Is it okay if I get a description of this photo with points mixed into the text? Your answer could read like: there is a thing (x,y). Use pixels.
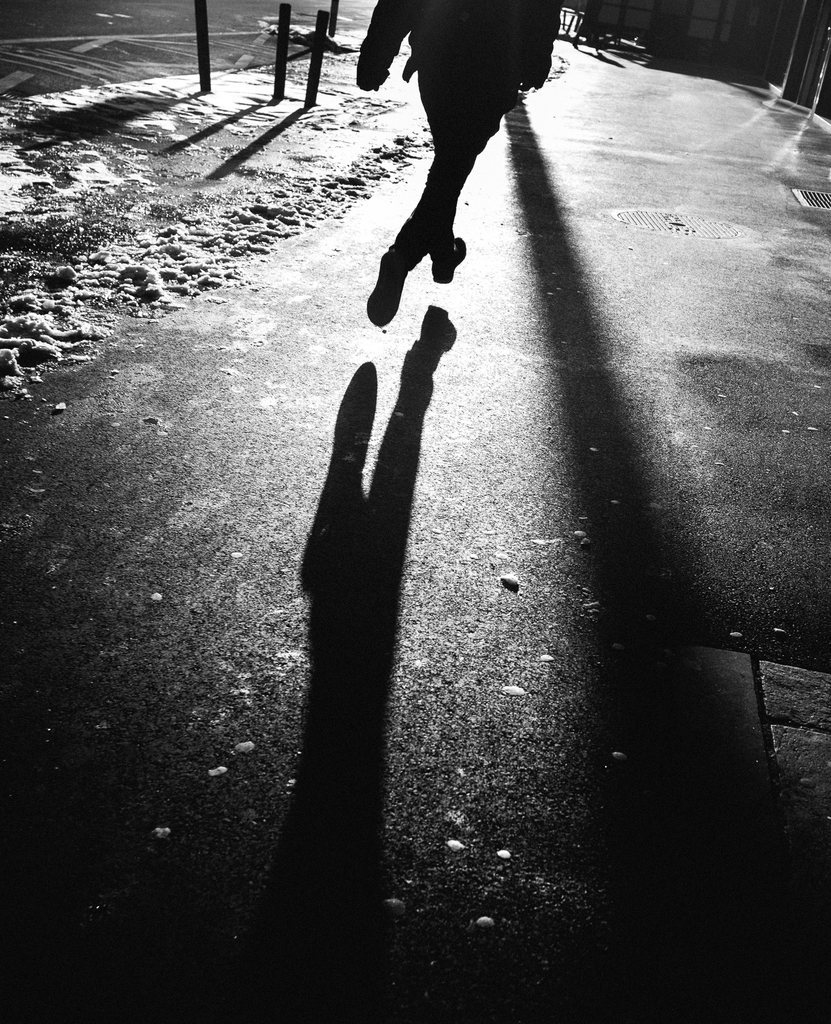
This is a black and white picture, we can see a person (432,172), there are some poles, and snow (404,122) in the background (648,37) we can see the wall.
